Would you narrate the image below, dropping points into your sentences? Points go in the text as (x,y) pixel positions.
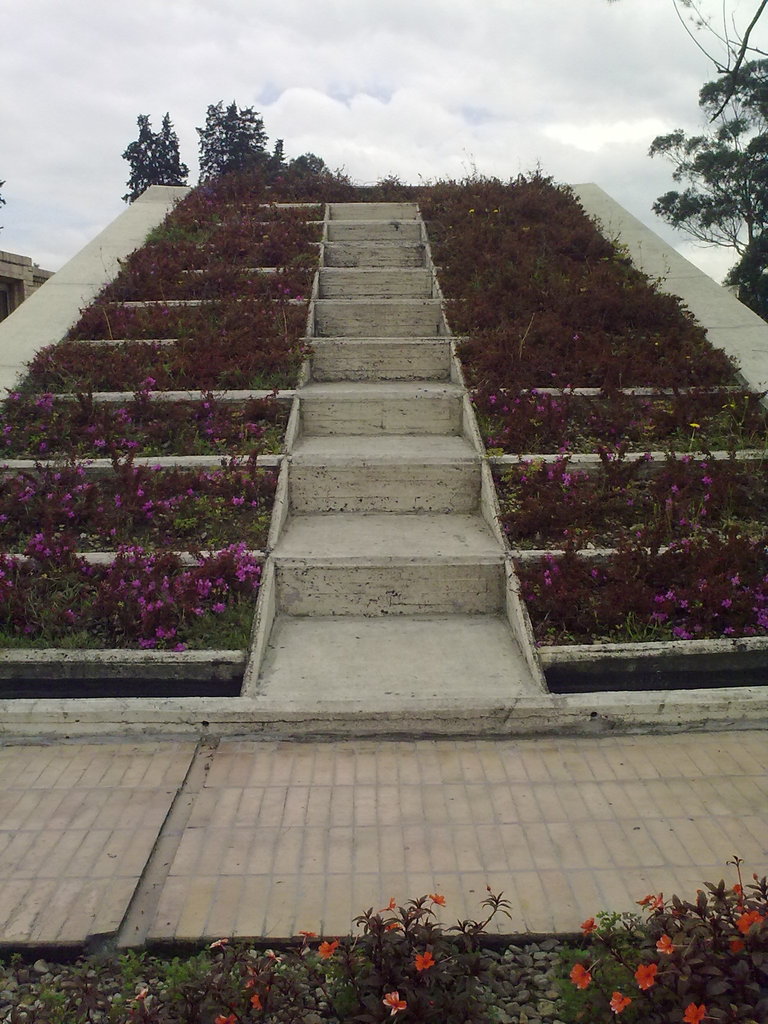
In this image we can see many plants (528,496). There are many flowers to the plants (692,944). There are staircases (461,682) in the image. There are few trees (704,215) in the image. We can see the cloudy sky (598,56) in the image.
